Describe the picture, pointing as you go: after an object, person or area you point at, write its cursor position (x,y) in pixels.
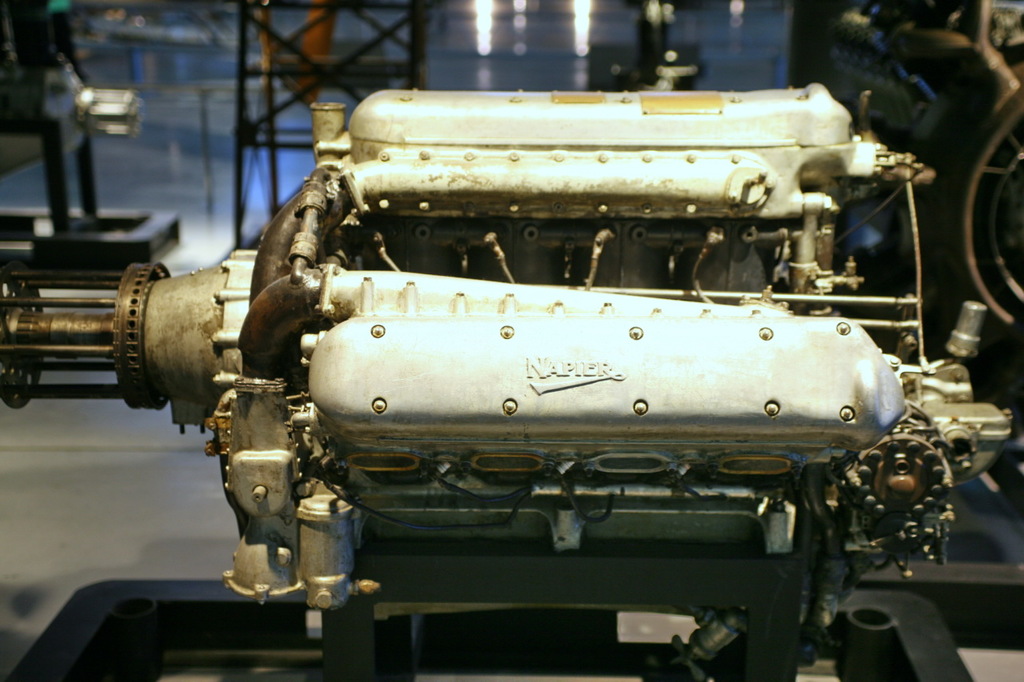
In this image there is a machine (528,298) in the center (547,360) with some text (564,367) written on it. In the background (302,75) there is a stand (245,66) which is black in colour and on the right side (870,47) there is a machine (917,95).
